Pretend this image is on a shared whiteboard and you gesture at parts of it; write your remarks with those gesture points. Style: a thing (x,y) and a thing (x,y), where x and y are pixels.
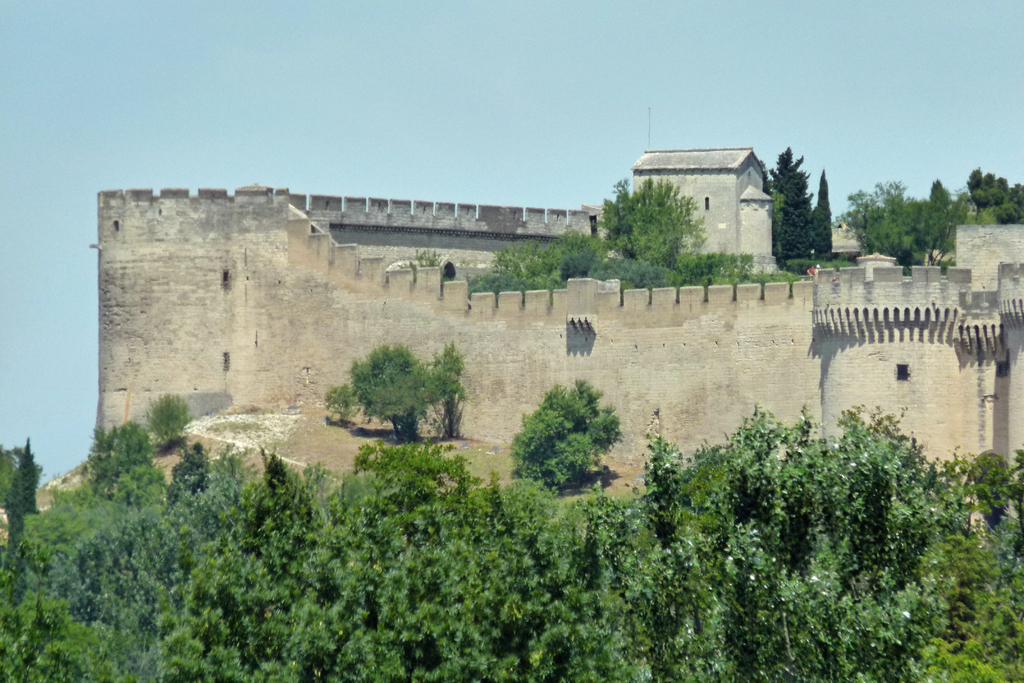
In this picture I can see there is a fort (1012,338) and there are trees (437,456) at the bottom of the image (491,486). There are few trees (697,272) inside the fort (696,291). The sky (382,188) is clear.
